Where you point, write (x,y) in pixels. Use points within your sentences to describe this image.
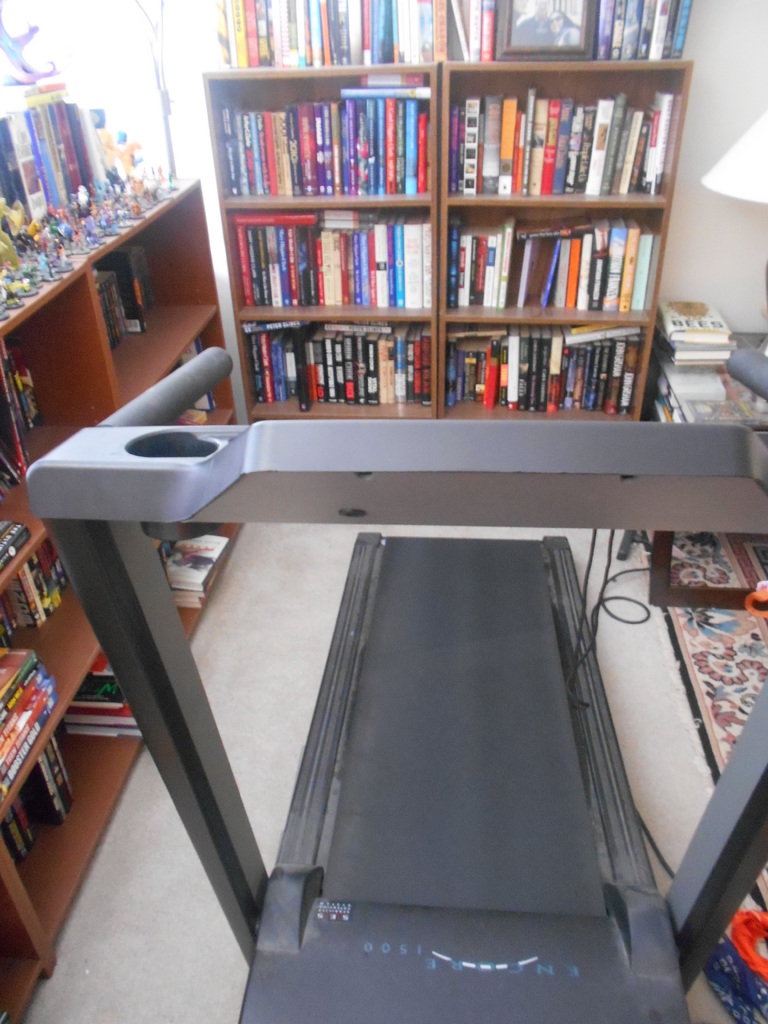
In the center of the image (339,456) there is a treadmill (231,808). In the background of the image (508,350) there are books (526,178) arranged in a shelf (225,86). To the left side of the image (40,560) there is a shelf (22,921) in which there are books (69,147) and other objects (64,257). At the bottom of the image (124,965) there is floor (130,961).
